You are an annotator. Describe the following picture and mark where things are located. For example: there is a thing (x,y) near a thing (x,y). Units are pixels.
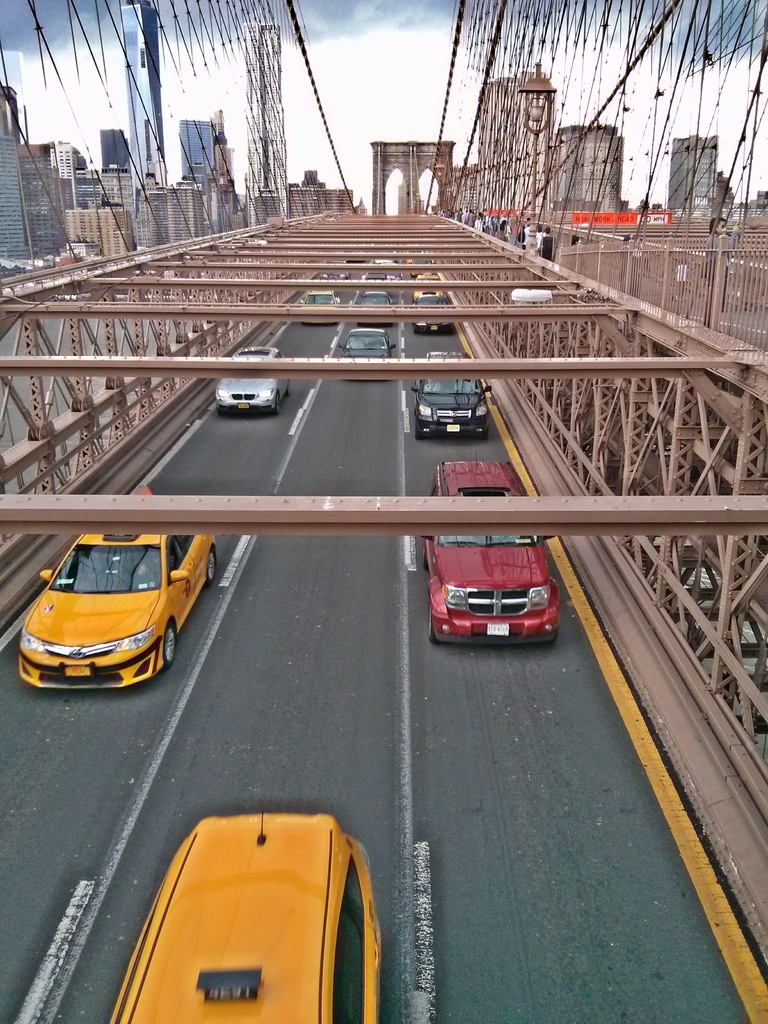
In this image we can see a few vehicles (439,633) on the road (442,643), there are some buildings (273,206) and metal rods (271,371), in the background (351,21), we can see the sky (364,21) with clouds (383,20).
